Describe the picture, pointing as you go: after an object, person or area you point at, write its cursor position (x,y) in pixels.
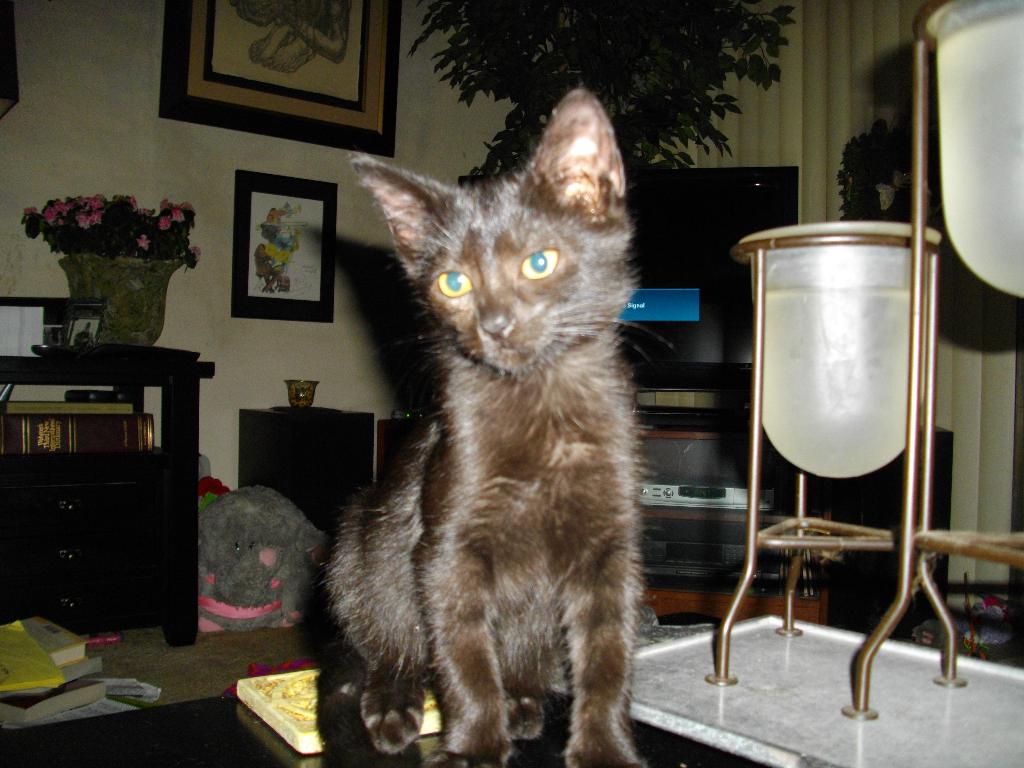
This image is clicked inside a room (197,528). In this image, there is a cat (370,157) in black color sitting in the front (343,716). In the background (201,273) there is a wall (148,408) on which two frames (318,107) are fixed. To the left (164,431) there is a small table (1,370) on which a plant (128,242) is kept. To the right (705,392), there is a TV (676,319) along with TV stand (747,423).
